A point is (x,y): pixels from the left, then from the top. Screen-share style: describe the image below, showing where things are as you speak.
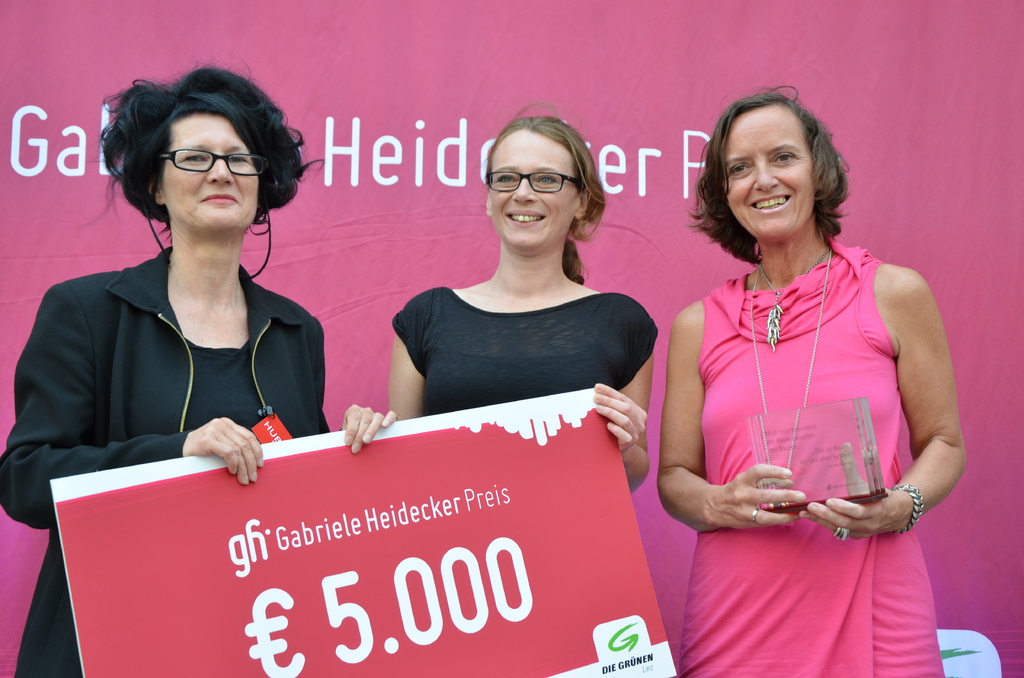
In this picture there are two persons (579,258) standing and smiling and holding the board (496,578) and there is a text (327,523) on the board (276,589). There is a woman (738,511) with pink dress (785,316) is standing and smiling and she is holding an object (755,458). At the back (669,233) there is a hoarding (361,163) and there is a text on the hoarding (1001,615).
